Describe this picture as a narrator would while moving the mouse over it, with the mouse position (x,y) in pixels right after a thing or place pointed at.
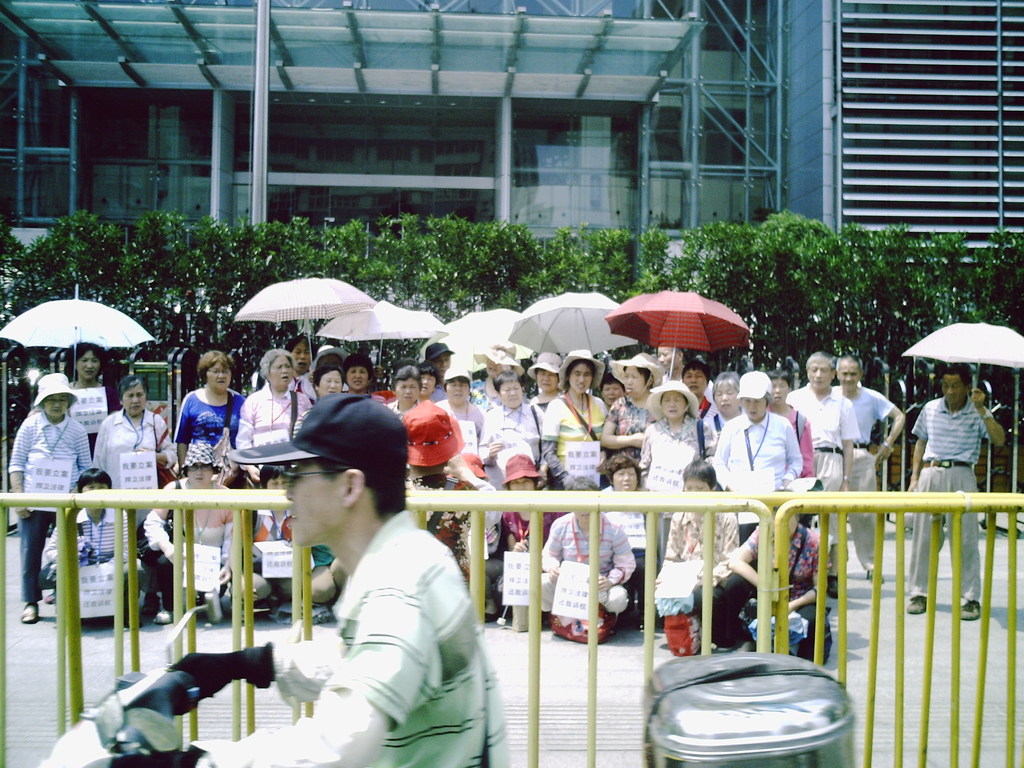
In the picture I can see a person (283,728) wearing T-shirt (400,596), spectacles (287,477), cap (403,464) and gloves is riding the scooter (91,752). Here I can see road barriers (840,525), many people (793,563) among them few are standing and few are in the squat position and they are holding the placards (766,484) in their hands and few are holding umbrellas (974,346), I can see the shrubs (869,256) and the glass building (571,72) in the background (483,51).
